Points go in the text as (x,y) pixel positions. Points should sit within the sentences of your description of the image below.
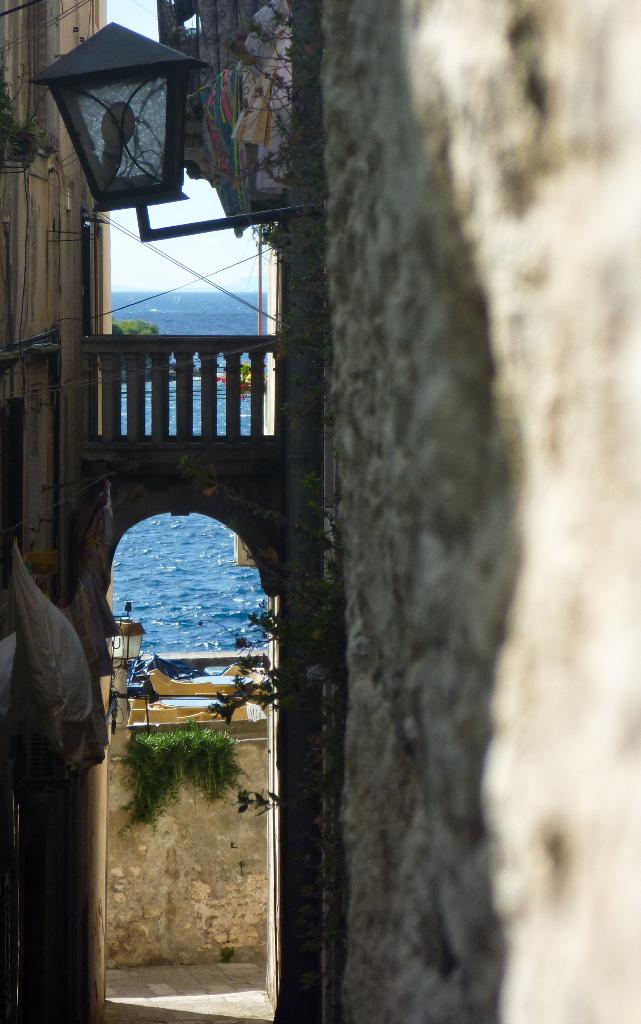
This is the picture of a building (425,242). In this image there is a building (563,752) and there is a light (125,34) on the building (607,668). At the back (181,604) there is a light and there are plants (266,805) and there is water (168,334). At the top (137,231) there is sky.
